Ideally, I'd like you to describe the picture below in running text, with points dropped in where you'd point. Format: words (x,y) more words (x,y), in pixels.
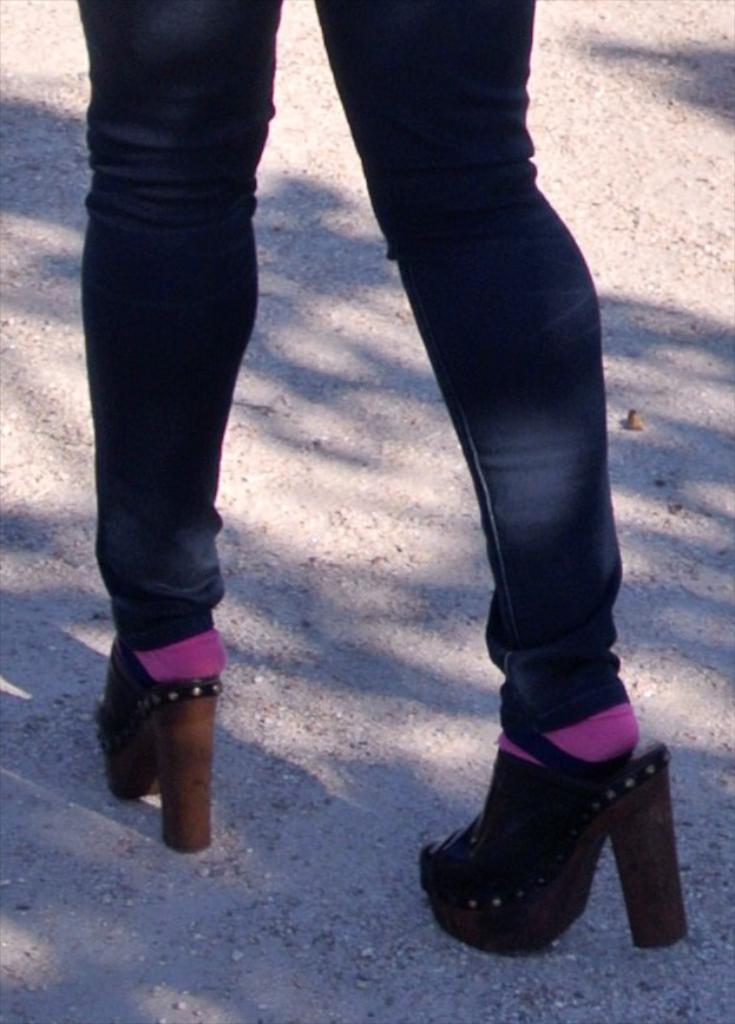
In this picture I can see there is a woman (174,405) walking and she is wearing a black pant (180,368), purple socks (208,668) and there are high sandals (157,758) and on the floor (353,845) I can see there is soil (397,866).
